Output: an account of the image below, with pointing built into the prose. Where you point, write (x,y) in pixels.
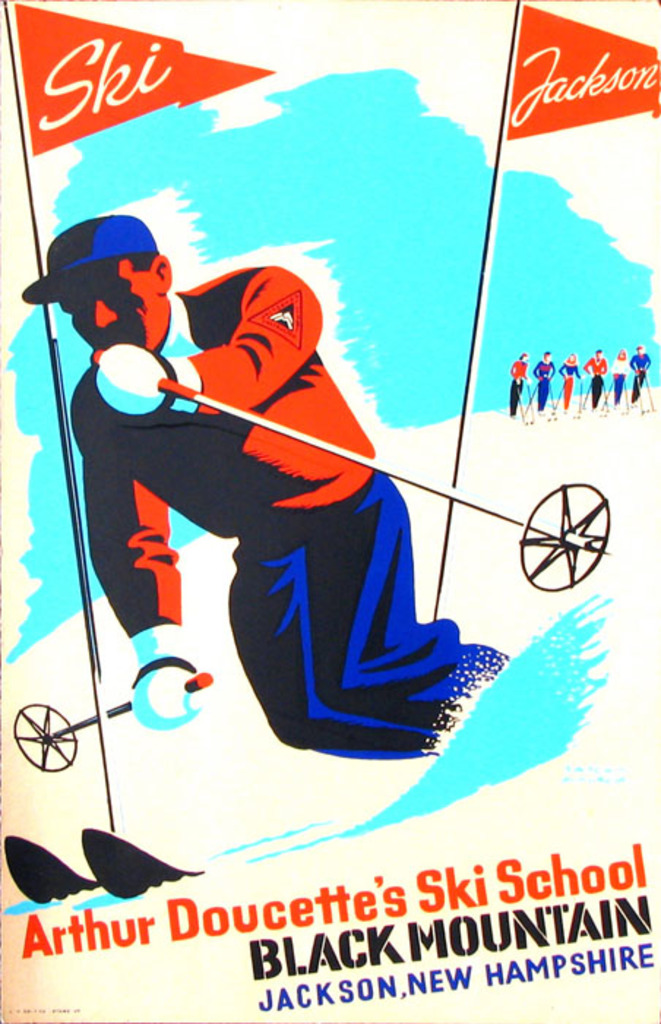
In this picture I can see a man (262,536) on the snow (444,603) and there are flags (455,482), there is the text (631,916) at the bottom (290,964). It is a painting.
